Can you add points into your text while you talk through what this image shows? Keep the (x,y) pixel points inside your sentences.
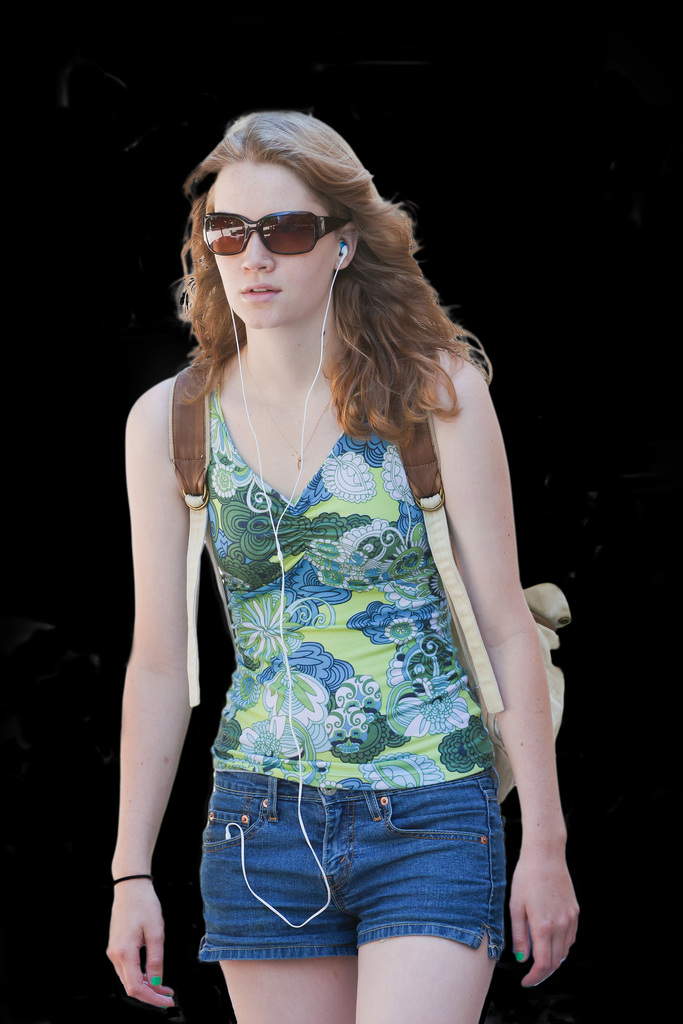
In the center of the image (350,468) there is a lady (315,846) standing. She is wearing a backpack (468,653) and glasses (304,250).
